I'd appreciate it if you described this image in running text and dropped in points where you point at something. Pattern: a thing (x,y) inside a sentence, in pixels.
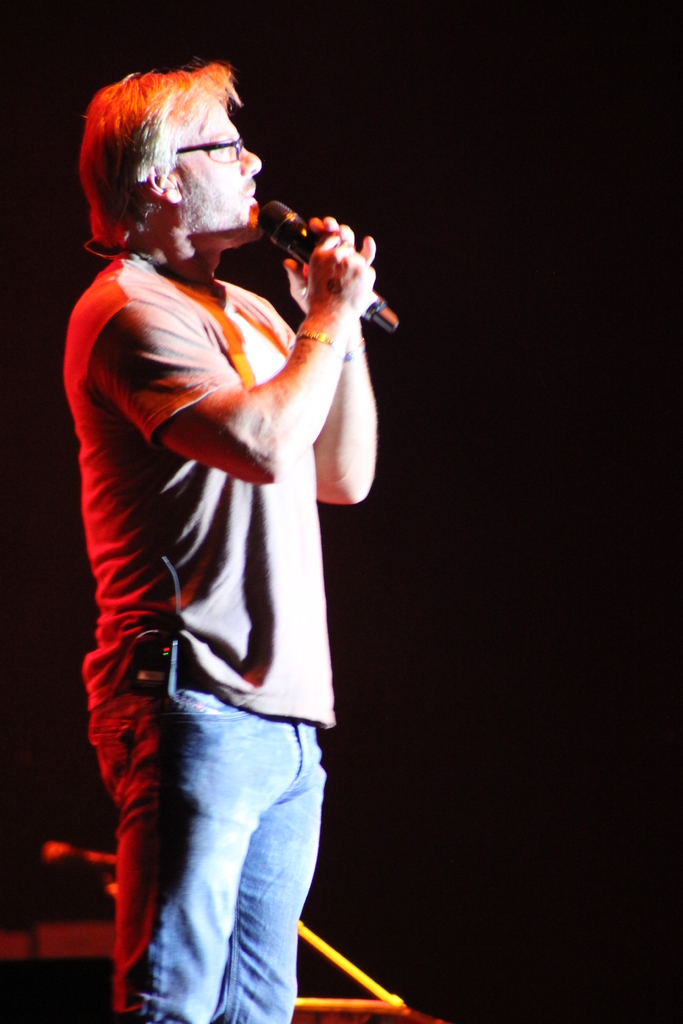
In this picture I can see there is a man (222,629) standing and he is holding a microphone (383,315). The backdrop (486,149) is dark.
